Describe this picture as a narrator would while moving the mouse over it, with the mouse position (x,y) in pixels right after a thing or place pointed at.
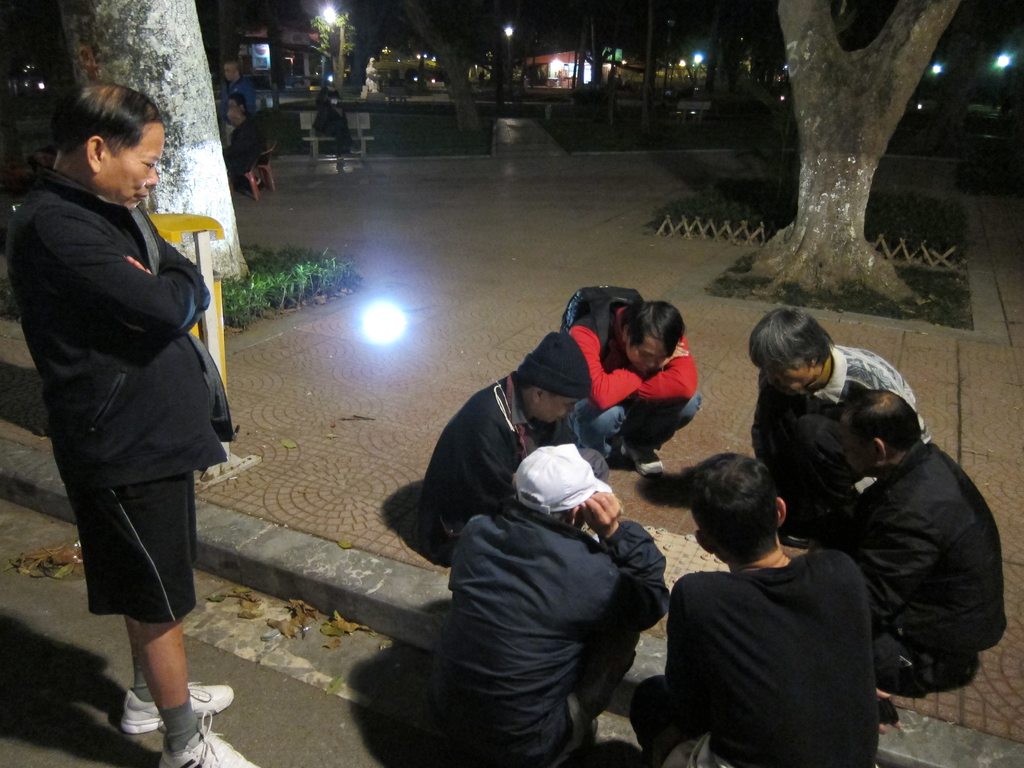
This image is taken outdoors. At the bottom of the image (81,745) there is a road (304,689). On the left side of the image (194,691) a man (59,396) is standing on the road (224,635) and there is a tree (173,200) and a few plants (272,298). On the right side of the image (898,430) a few men (478,475) are in a squatting position on the sidewalk (657,478) and there is a tree (845,133). In the background (419,44) there are a few trees (400,48), poles (335,48) with street lights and a person (336,144) is sitting on the bench (305,140). There are a few people (261,128).
